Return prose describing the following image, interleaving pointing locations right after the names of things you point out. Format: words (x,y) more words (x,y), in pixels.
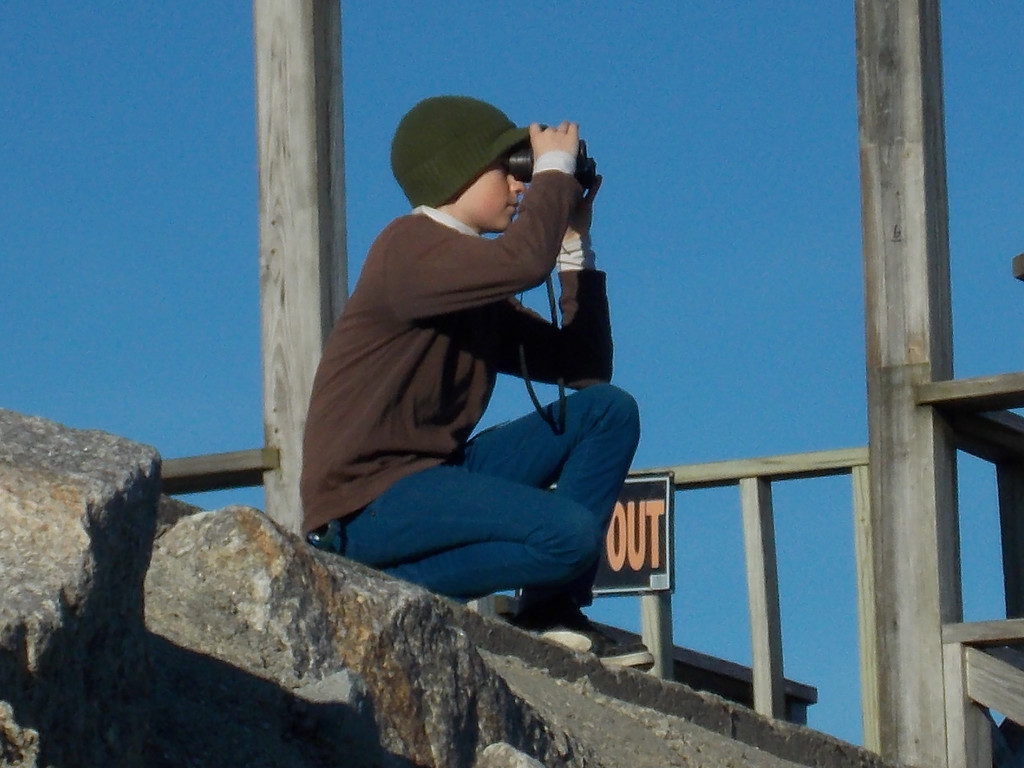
In this image person (470,486) is sitting on the rock (290,583) by holding the binoculars (581,153). At the right side (922,622) there is a building (926,291). At the background (729,285) there is sky (768,345).
